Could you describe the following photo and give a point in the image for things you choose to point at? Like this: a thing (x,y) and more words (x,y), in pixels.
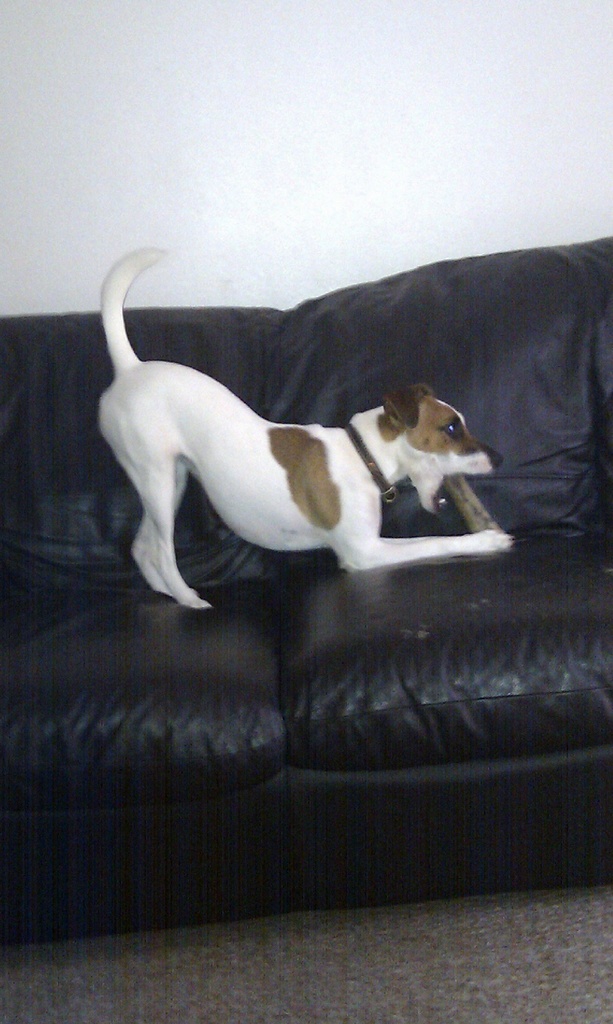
There is a dog (314,507) on the sofa (285,629). In the background (247,28) there is a wall (246,244).
